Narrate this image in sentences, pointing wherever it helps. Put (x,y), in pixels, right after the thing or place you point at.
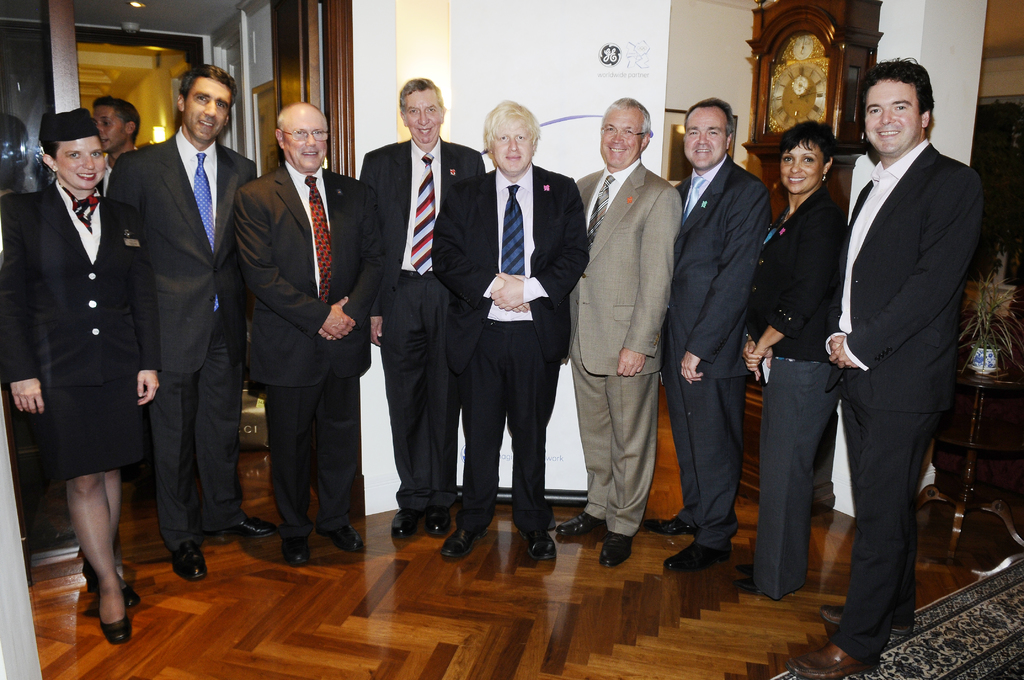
In this picture there are group of people (303,278) standing and smiling. At the back (967,414) there is a door (308,66) and there is a clock (801,25) and there is a plant (981,302) on the table (960,392) and there is a light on the wall (166,105). At the bottom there is a mat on the floor (380,602).
